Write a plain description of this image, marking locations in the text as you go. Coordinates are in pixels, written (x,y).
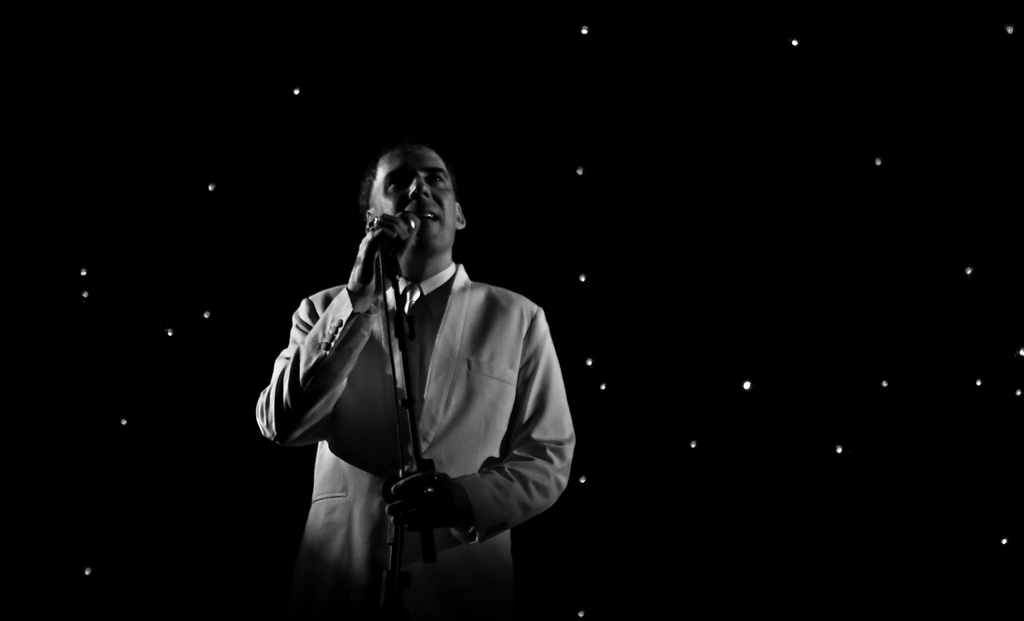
In this image there is a person (317,408) standing and holding a mic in his hand (400,222).
